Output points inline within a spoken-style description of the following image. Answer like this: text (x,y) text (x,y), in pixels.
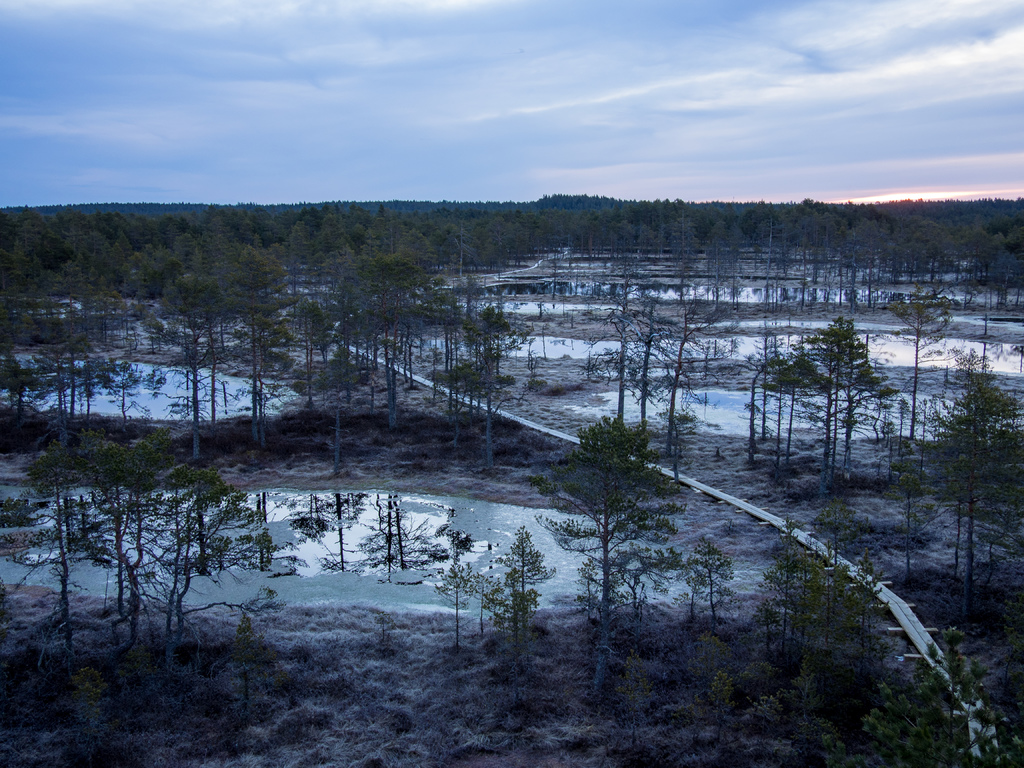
In this picture we can see there are trees (454,303), water (373,497) and an object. At the top of the image (502,78), there is the cloudy sky (578,101).
